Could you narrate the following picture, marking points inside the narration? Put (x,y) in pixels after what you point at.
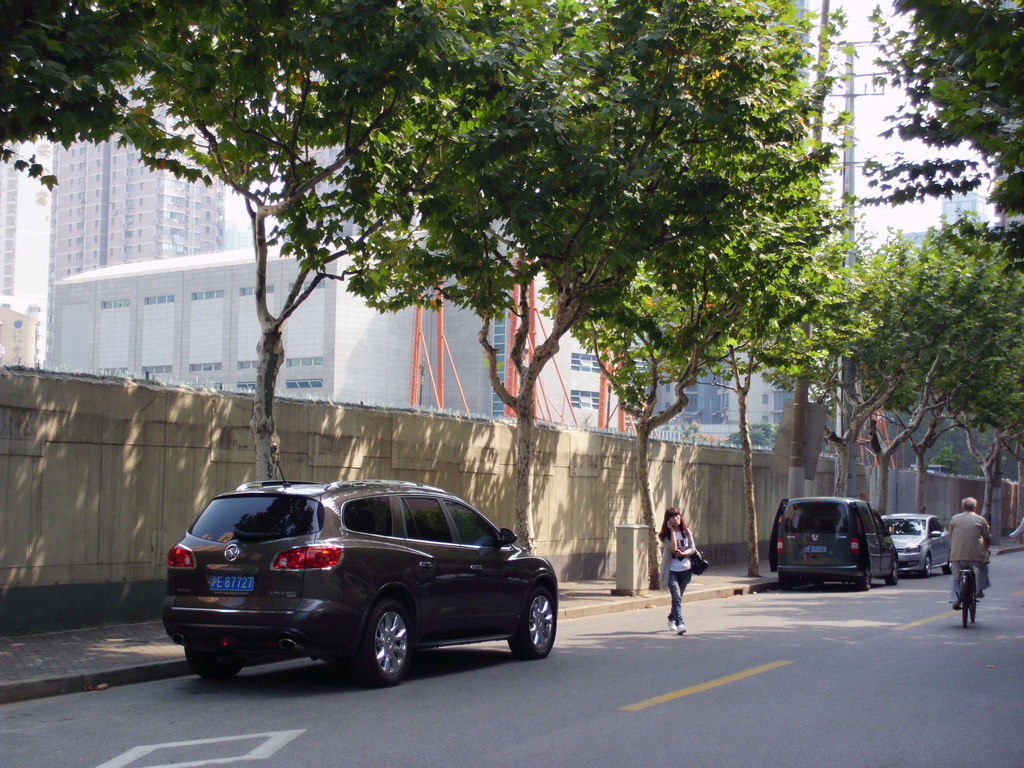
In this image I can see number of cars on road (831,651). I can see a woman (665,537) is walking on the road (658,648) and one man (969,560) cycling his cycle (962,617). In the background (860,376) I can see number of trees (581,196), a wall (597,447) and number of buildings (397,340). I can also see woman (682,554) is carrying a black color of bag (696,564).
